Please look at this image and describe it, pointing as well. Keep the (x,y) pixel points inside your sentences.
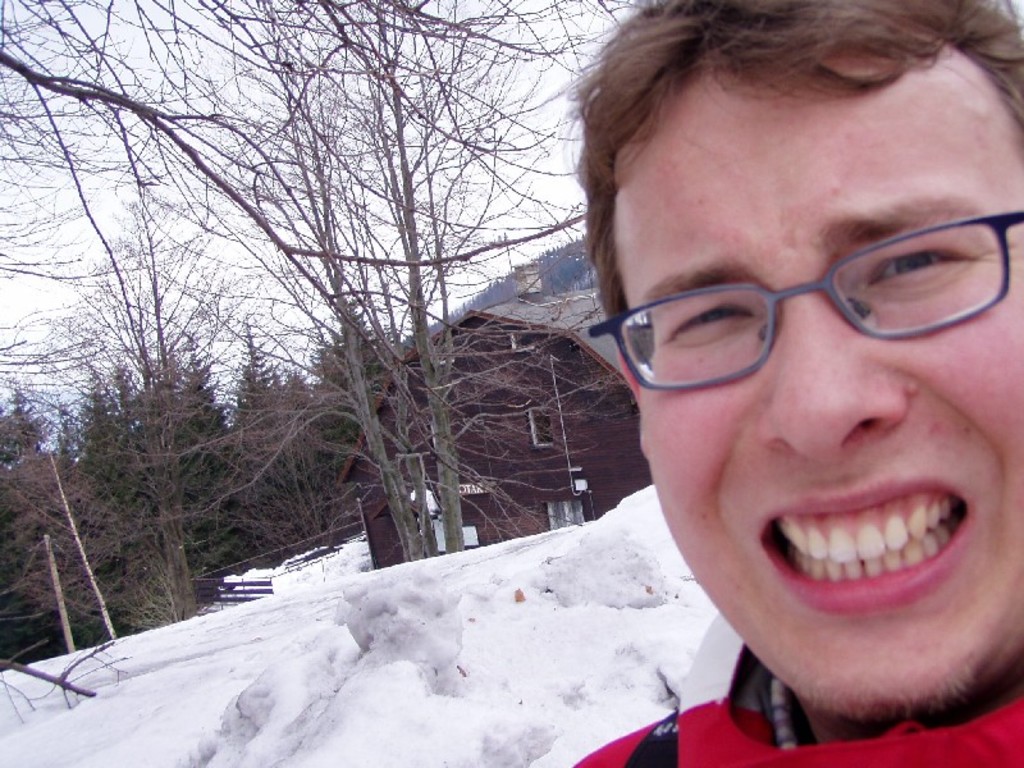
As we can see in the image there is snow (488,672), trees (27,463), sky (19,283) and a man (888,490) wearing red color jacket (827,755).
